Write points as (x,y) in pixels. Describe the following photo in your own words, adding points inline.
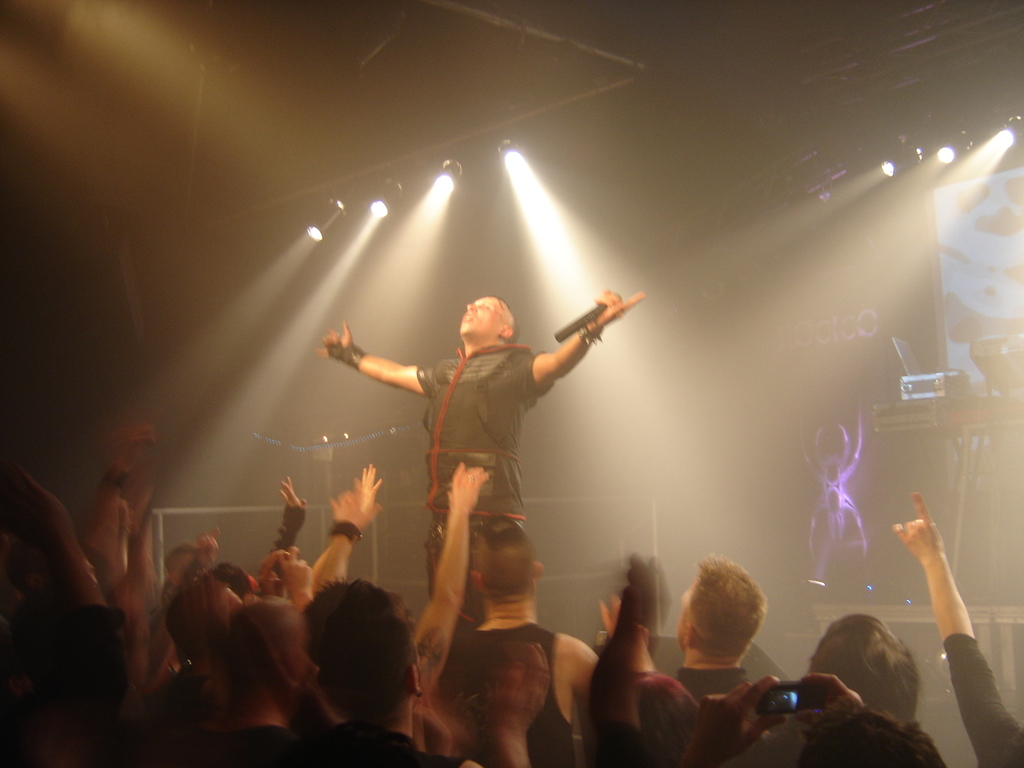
Here we can see a man (497,445) holding a mike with his hand (635,301) and there are group of people (338,733). Here we can see lights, screen (965,234), table (965,419), and an object (902,362). There is a dark background (798,227).
